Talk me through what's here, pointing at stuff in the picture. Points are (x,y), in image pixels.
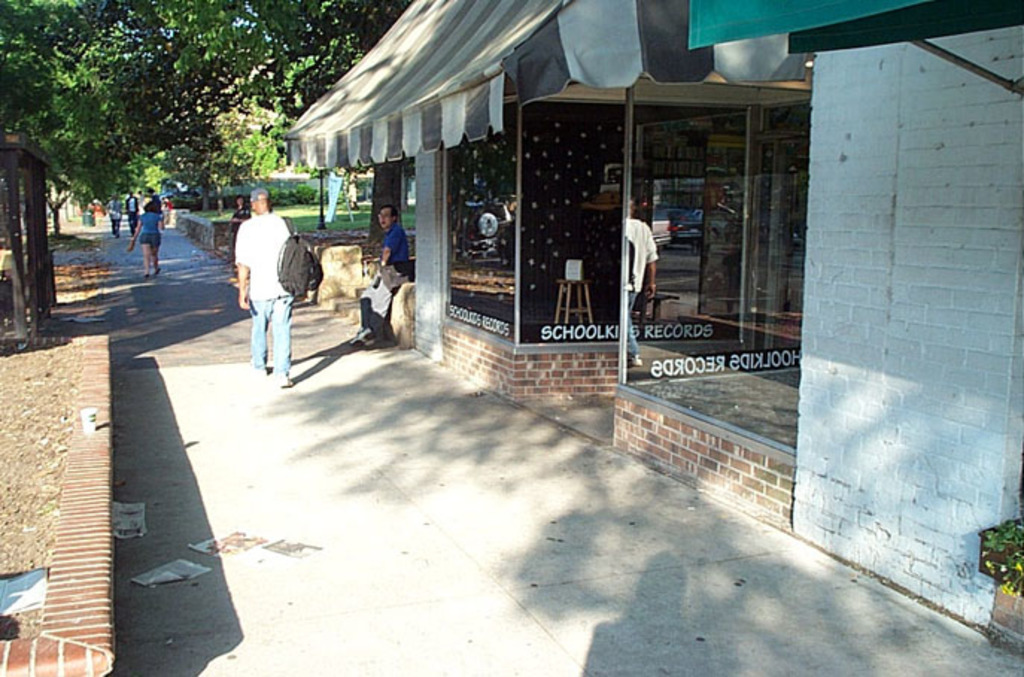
In the foreground of this image (310,543), there is a path (242,349) on which few persons (148,209) are walking. On the right (866,336), there shops (730,274), tents (449,75) and the trees (305,90). On the left (159,571), there are papers (139,533) on the ground (293,569). In the background (131,140), there are trees (94,135).
